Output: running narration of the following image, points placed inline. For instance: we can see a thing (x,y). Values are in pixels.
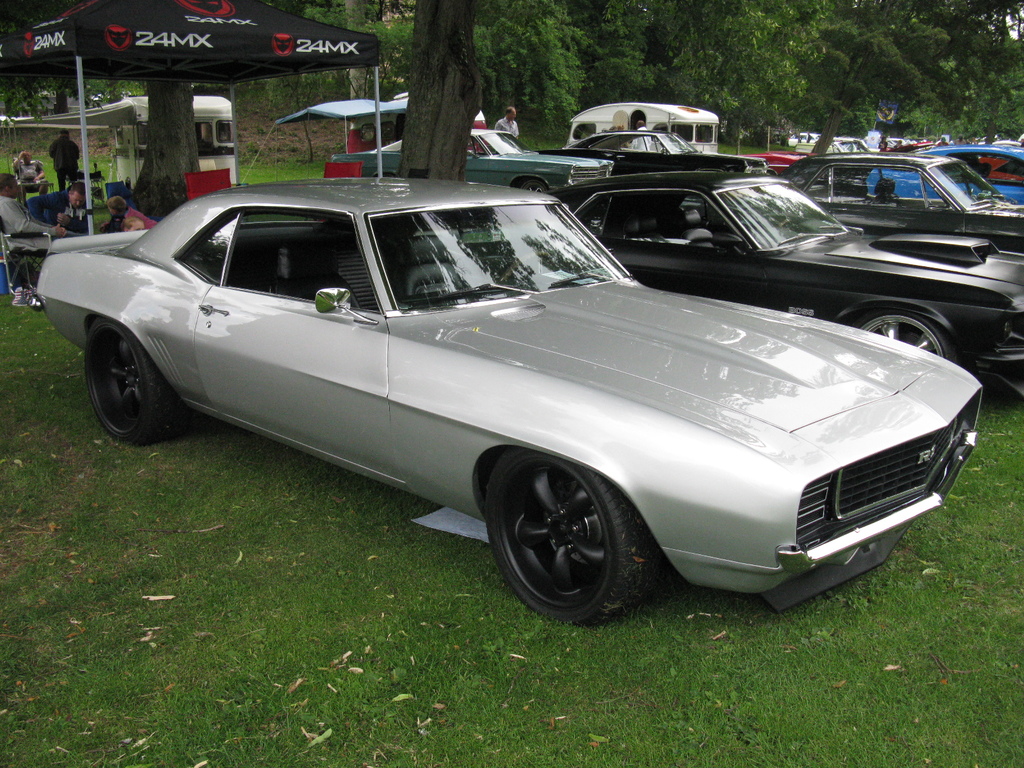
It is a car (683,534) in silver color, on the right side (844,283) there is another car (858,228) in black color, on the left side (205,81) there is a tent (163,79) under the trees (437,105).
